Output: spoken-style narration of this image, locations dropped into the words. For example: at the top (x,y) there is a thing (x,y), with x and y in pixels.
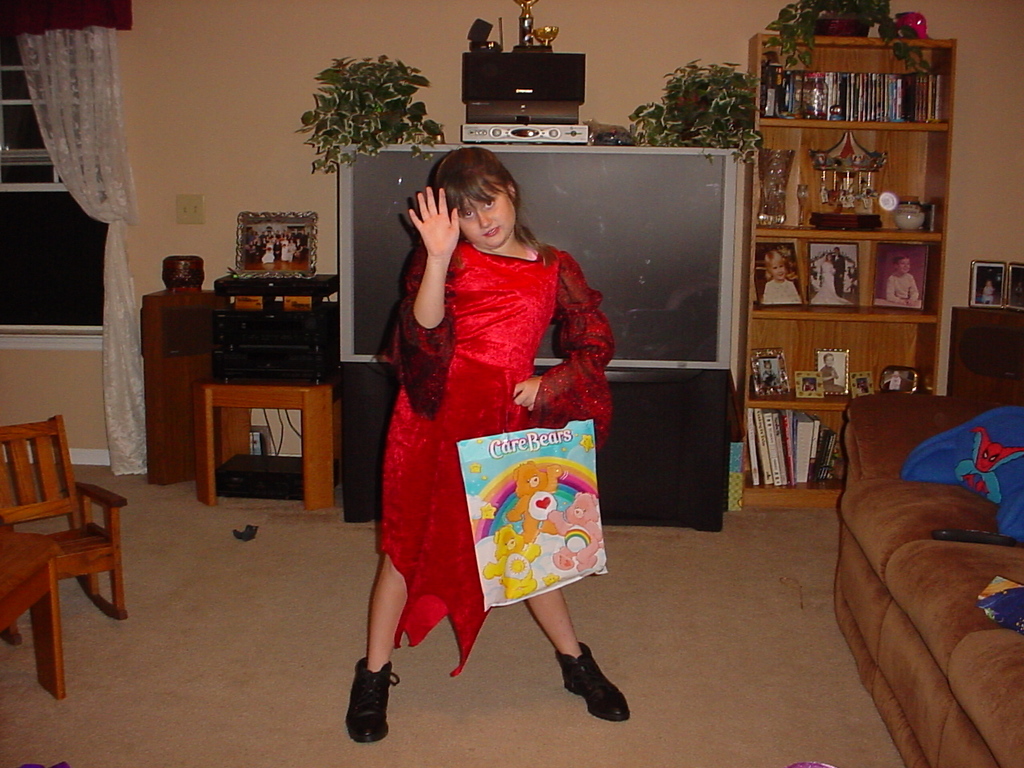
In this image there is a person (473,427) wearing red color dress (440,502) standing on the floor (351,579) and at the right side of the image (844,236) there are books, photos (846,378) in the shelves (821,336) and at the left side of the image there is a chair (92,570) and window (10,281).
